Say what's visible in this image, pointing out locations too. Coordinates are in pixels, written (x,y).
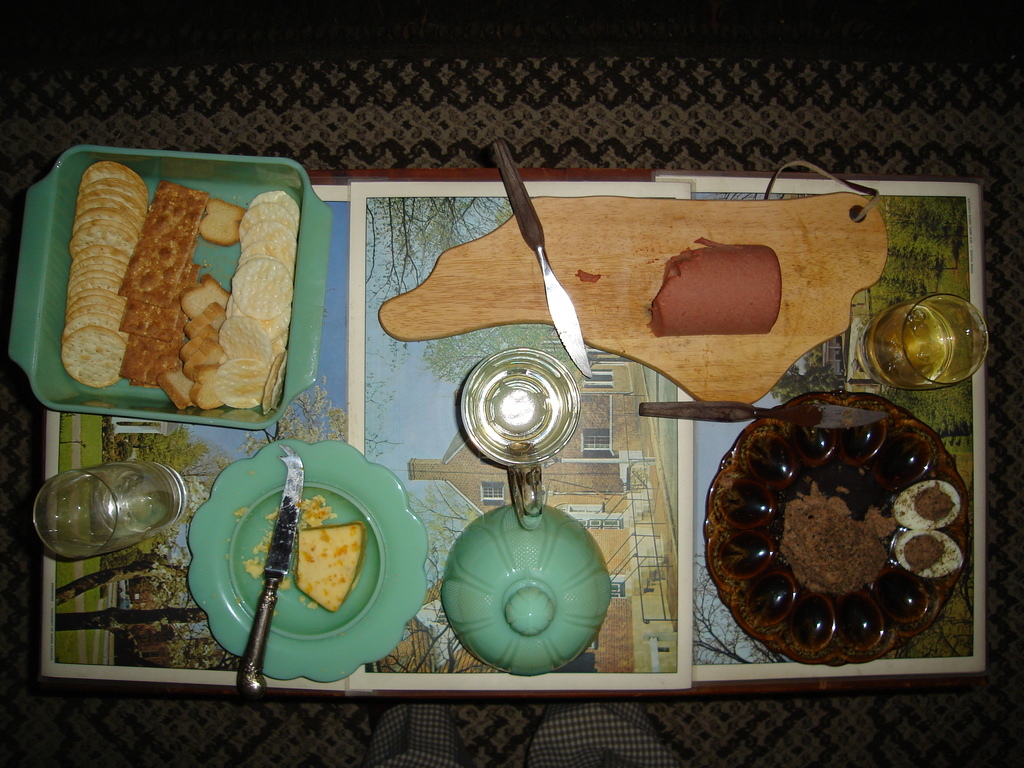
In this picture there is food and there are knives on the plates (726,598) and there is food (155,282) in the bowl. There are plates (379,541), bowls (594,554), glasses (532,377) and there is a chopping board (709,370) on the table (605,328) and there are pictures (623,501) of buildings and trees (158,606) on the table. At the bottom (1011,744) there is a mat (700,120) and there is a person (573,740) standing in front of the table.
